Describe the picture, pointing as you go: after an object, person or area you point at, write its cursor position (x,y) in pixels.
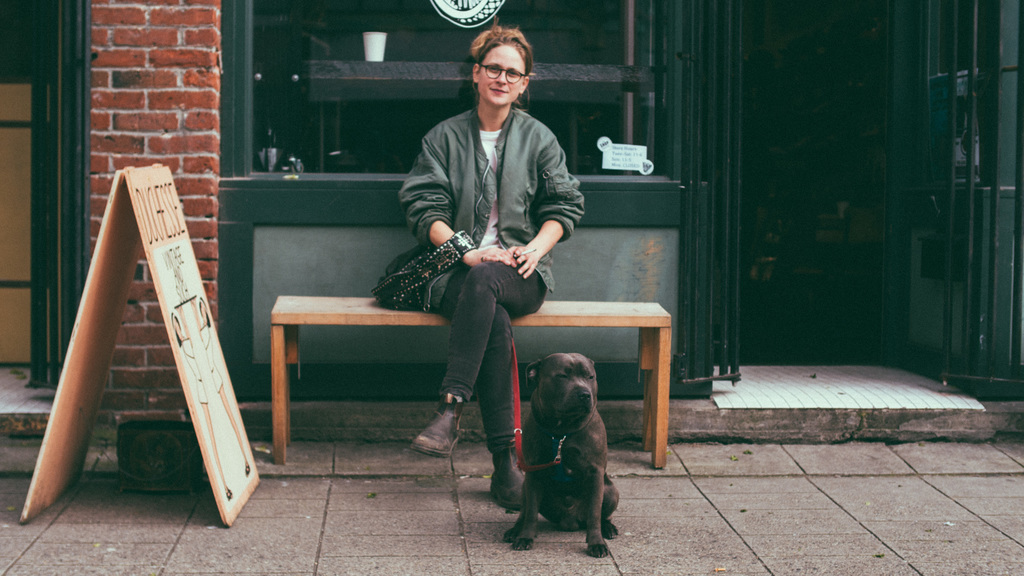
In this image the woman (452,310) is sitting on the bench (649,446). The dog (572,433) is sitting on the floor (674,515). At the back side (431,63) there is a building (663,105).
